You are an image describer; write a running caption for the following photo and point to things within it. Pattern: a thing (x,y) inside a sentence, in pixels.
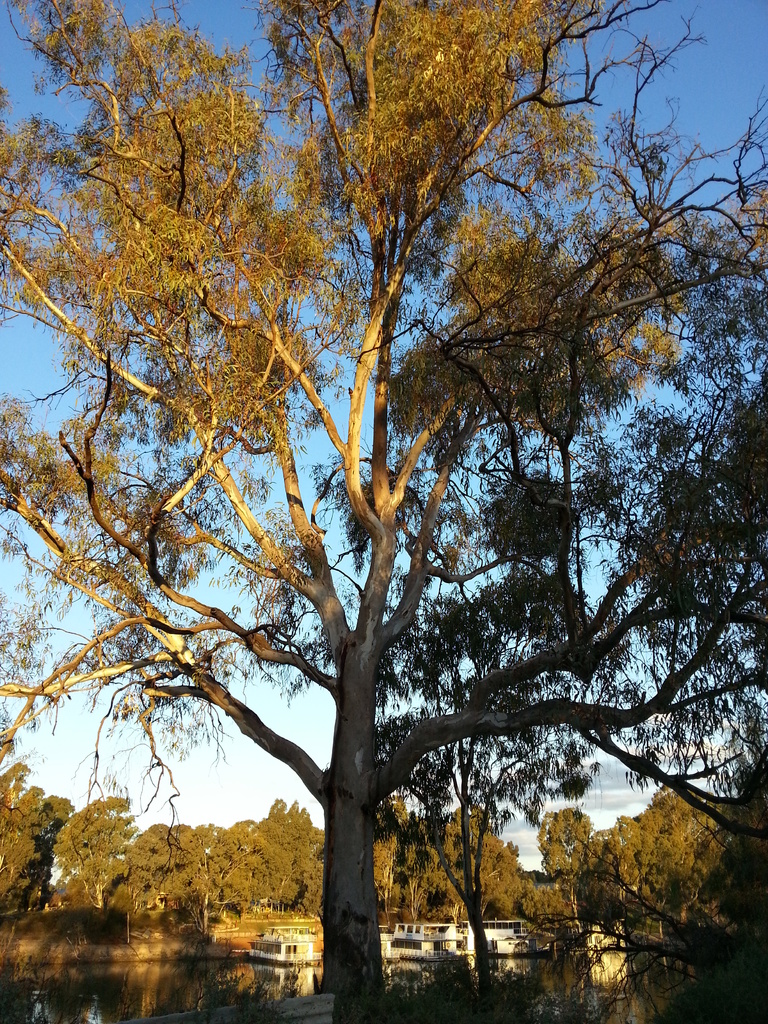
In this image there are boats (252,949) on the river (172,962), around the river (161,962) there are trees (297,873).
